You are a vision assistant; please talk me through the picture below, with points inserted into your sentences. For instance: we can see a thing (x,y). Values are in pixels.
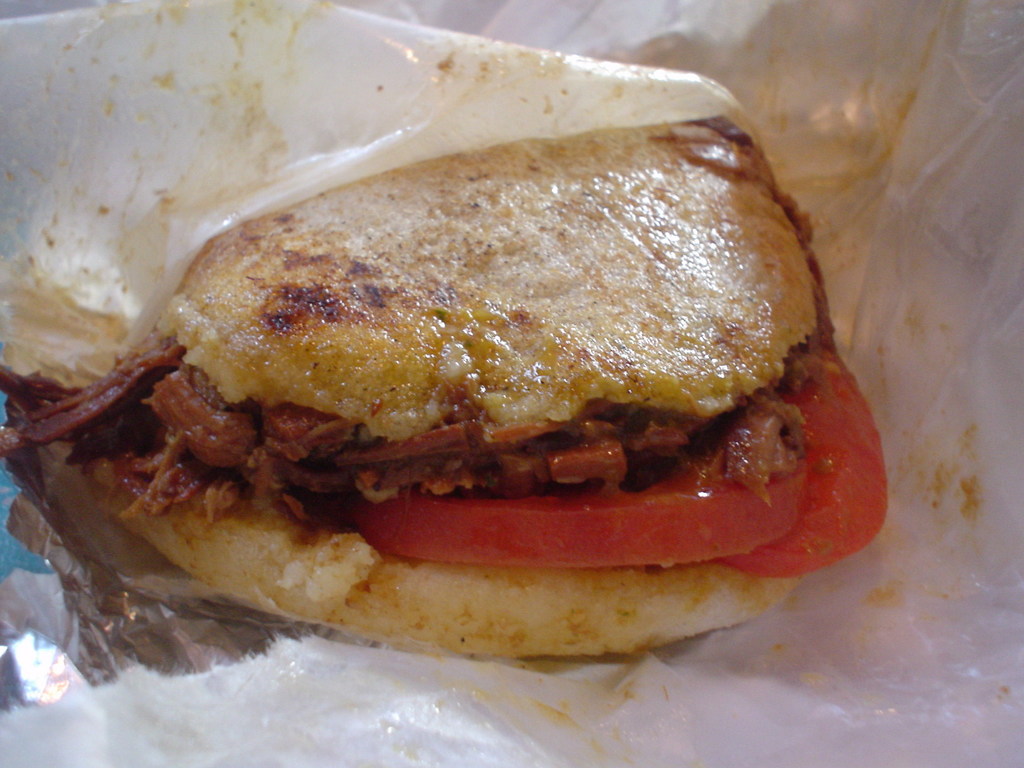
In this picture we can see food (512,584) and an aluminum foil paper (165,599).
